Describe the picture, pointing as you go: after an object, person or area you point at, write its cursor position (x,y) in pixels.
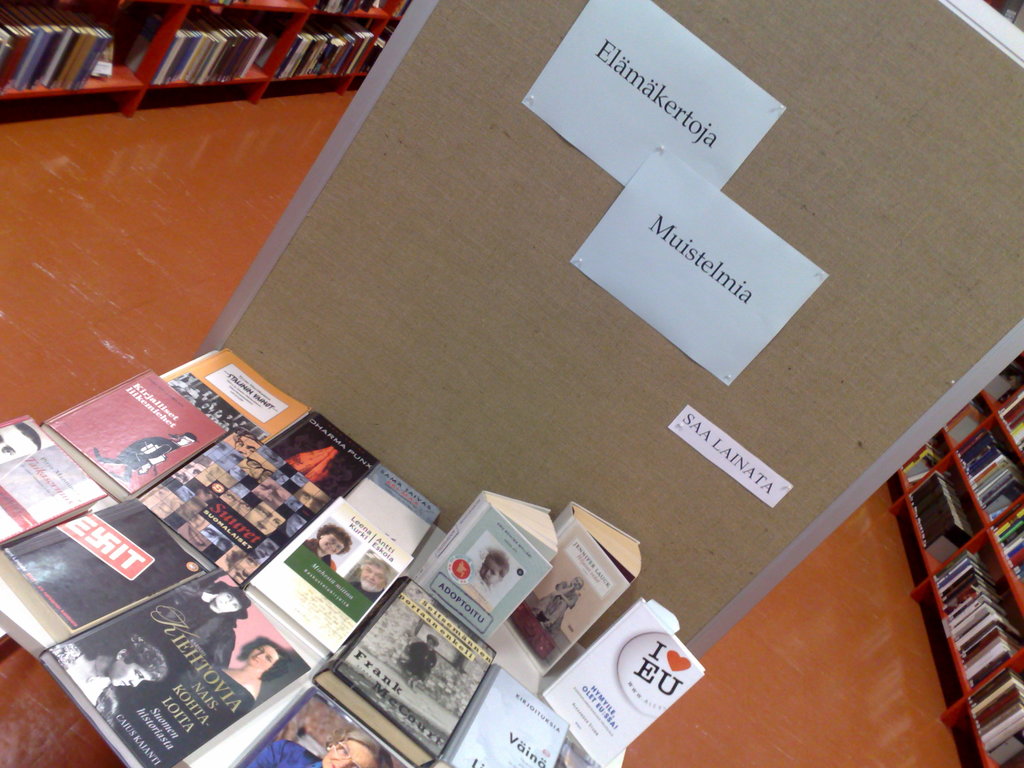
Here we can see books (360,524) and we can see papers (696,311) on board (530,276). We can see books (339,48) in racks (921,556).
